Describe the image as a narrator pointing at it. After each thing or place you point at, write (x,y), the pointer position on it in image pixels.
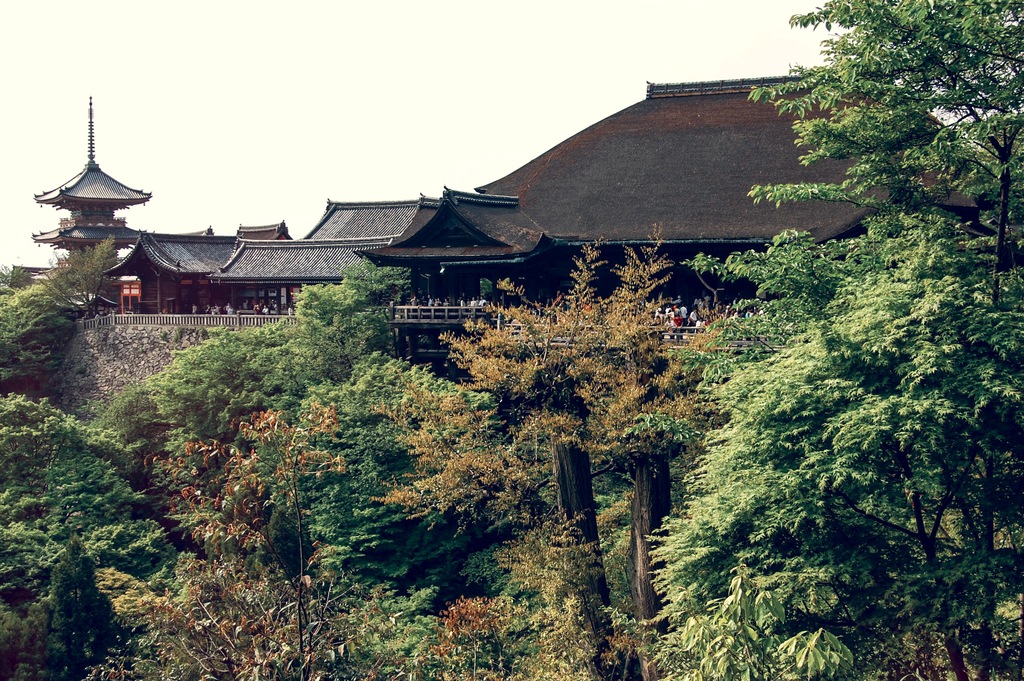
In this image there are trees (657,422), ancient architectural buildings (373,239), railing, people (723,306) and sky (366,71).
